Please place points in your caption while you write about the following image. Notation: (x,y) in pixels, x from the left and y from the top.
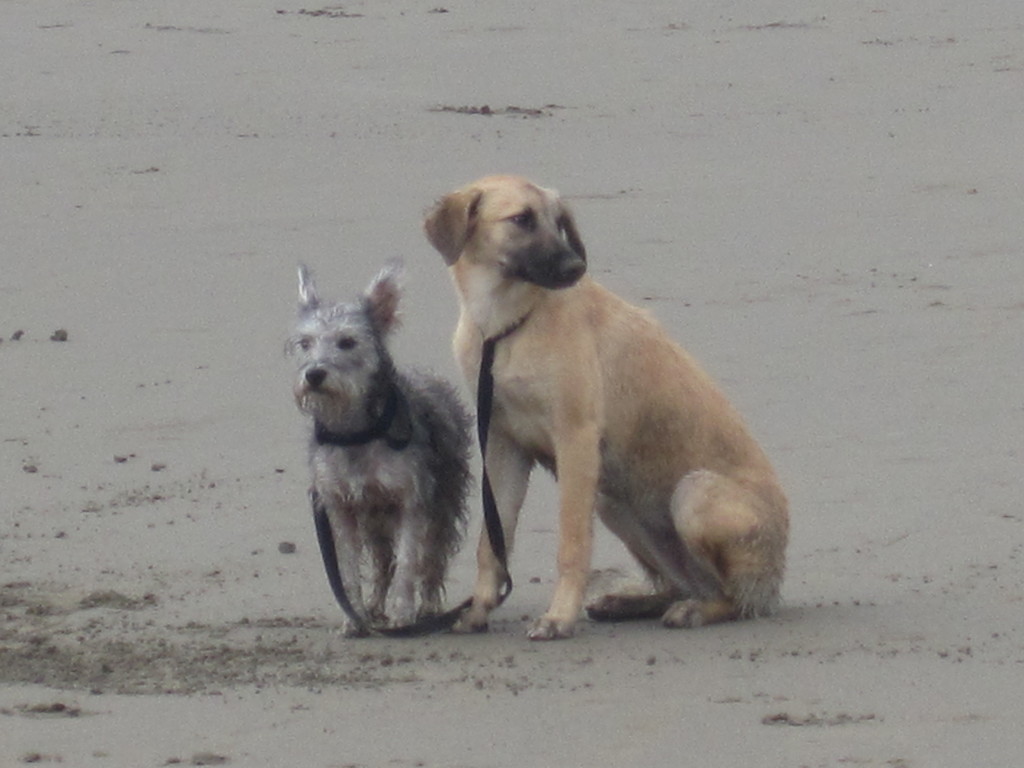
In this image we can see the two dogs (362,390) with the black belt (381,628). In the background (168,240) we can see the sand (750,631).
